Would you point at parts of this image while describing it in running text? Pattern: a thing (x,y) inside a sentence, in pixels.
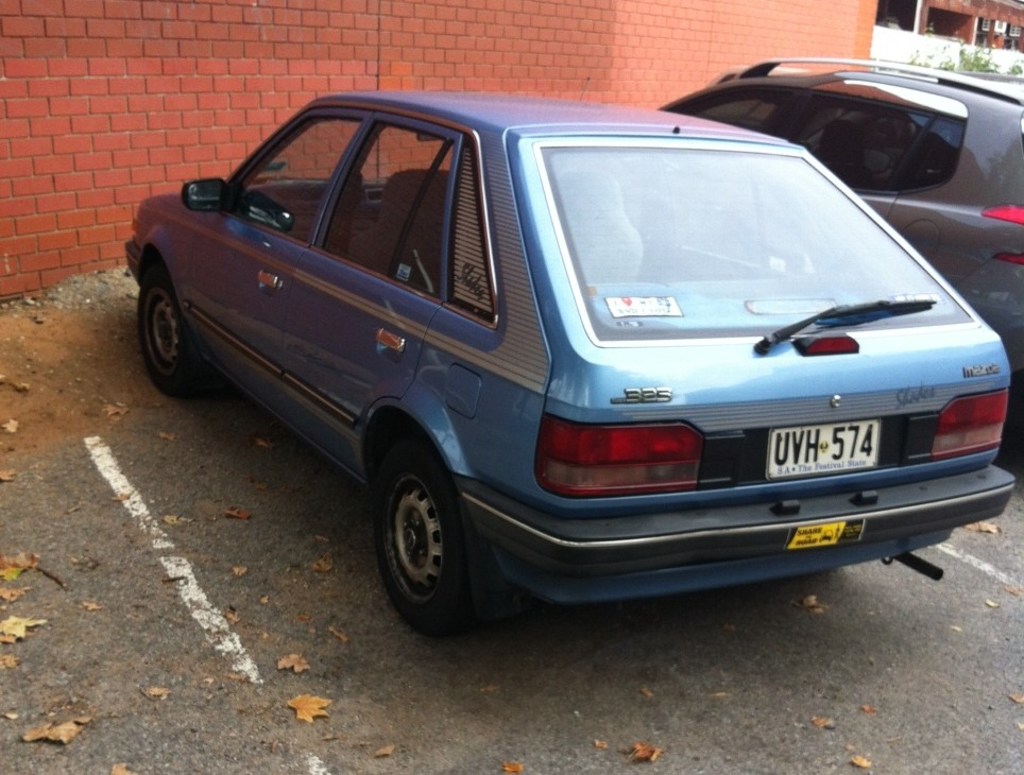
In this image there is road (922,632) towards the bottom of the image (496,636), there are dried leaves (18,623) on the road (391,674), there are cars (805,147) on the road (832,643), there is a wall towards the top of the image (681,46), there are plants (976,68) towards the right of the image (976,54), there is a building (976,22) towards the right of the image (983,26).
